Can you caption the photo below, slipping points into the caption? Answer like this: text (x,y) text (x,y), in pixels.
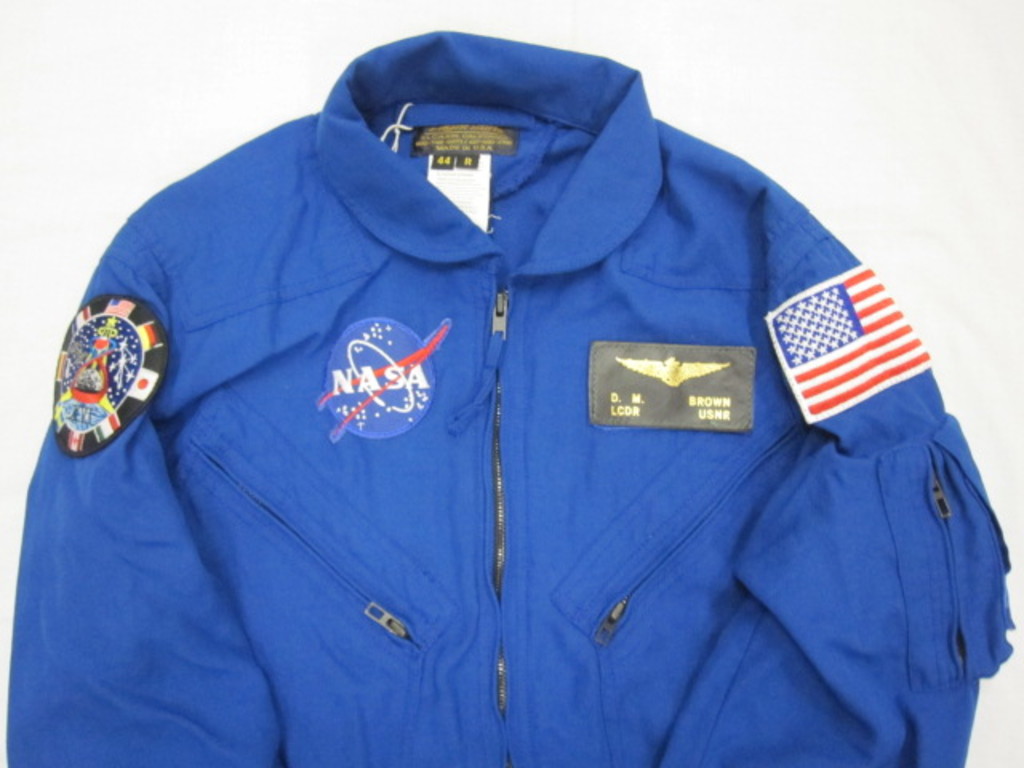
In this image we can see a shirt (574,528) in blue color with logos (343,409) and flags (826,372) on it.
